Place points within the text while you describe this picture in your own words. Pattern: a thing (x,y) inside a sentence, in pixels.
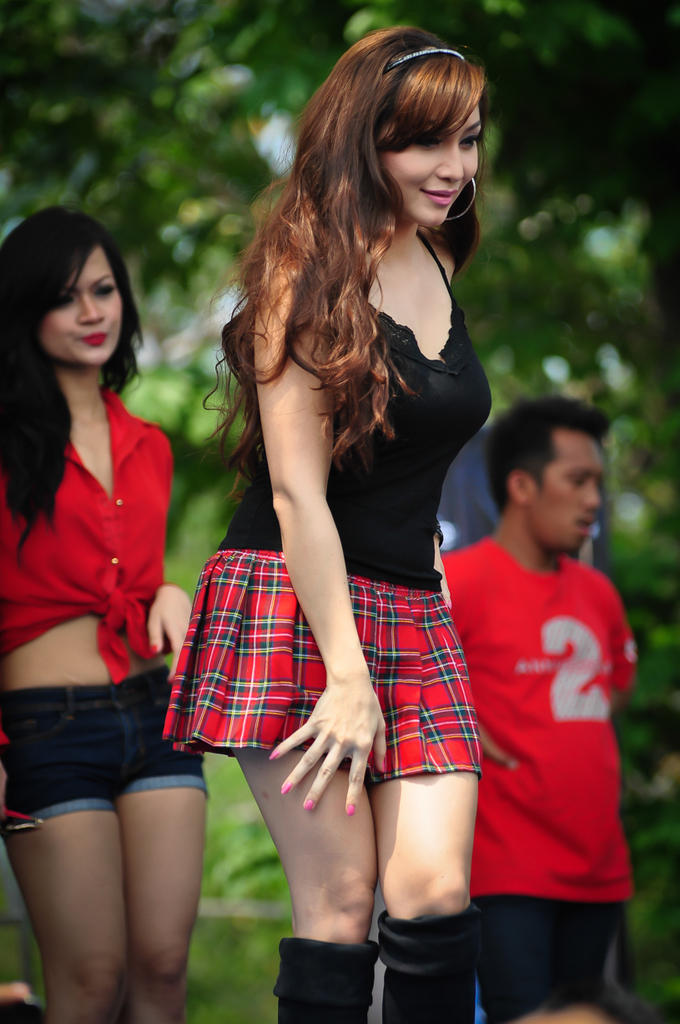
Here in this picture we can see two women (242,517) and a man (483,801) standing on the ground (237,982) and the woman (330,796) in the middle (265,544) is smiling and behind them we can see plants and trees (180,426) in blurry manner.
